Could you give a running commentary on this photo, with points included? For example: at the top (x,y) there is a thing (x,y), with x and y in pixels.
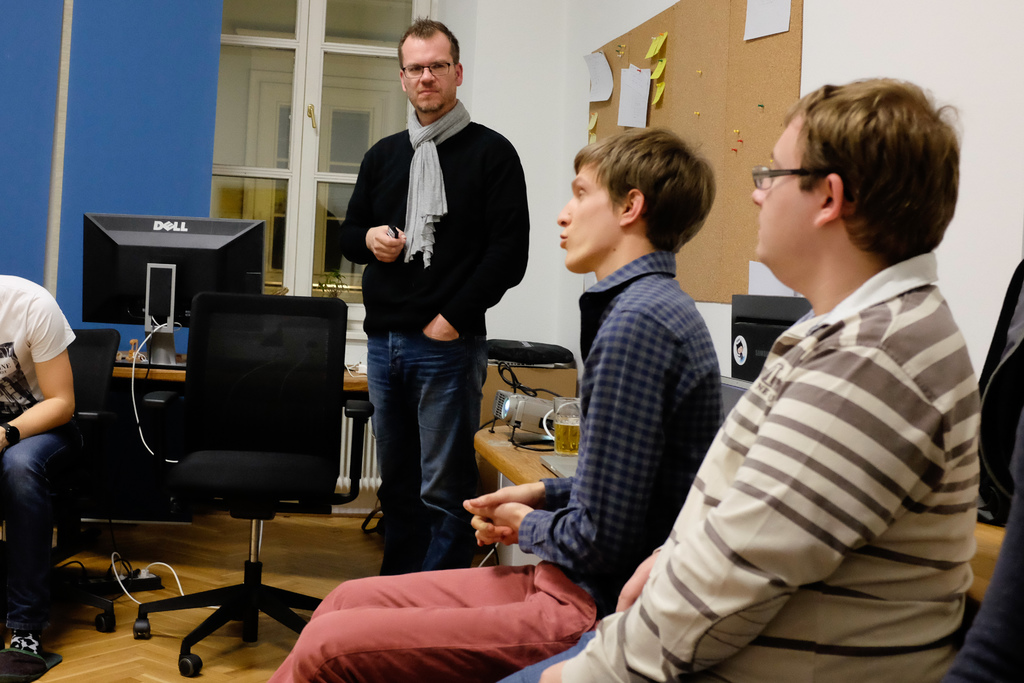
This picture shows two men (502,647) seated and a man (448,318) standing and we see other man (60,307) seated on the chair (77,367) and we see few papers (774,10) on the notice board (621,130) and we see a computer (132,317) and a projector (524,401) on the side.
